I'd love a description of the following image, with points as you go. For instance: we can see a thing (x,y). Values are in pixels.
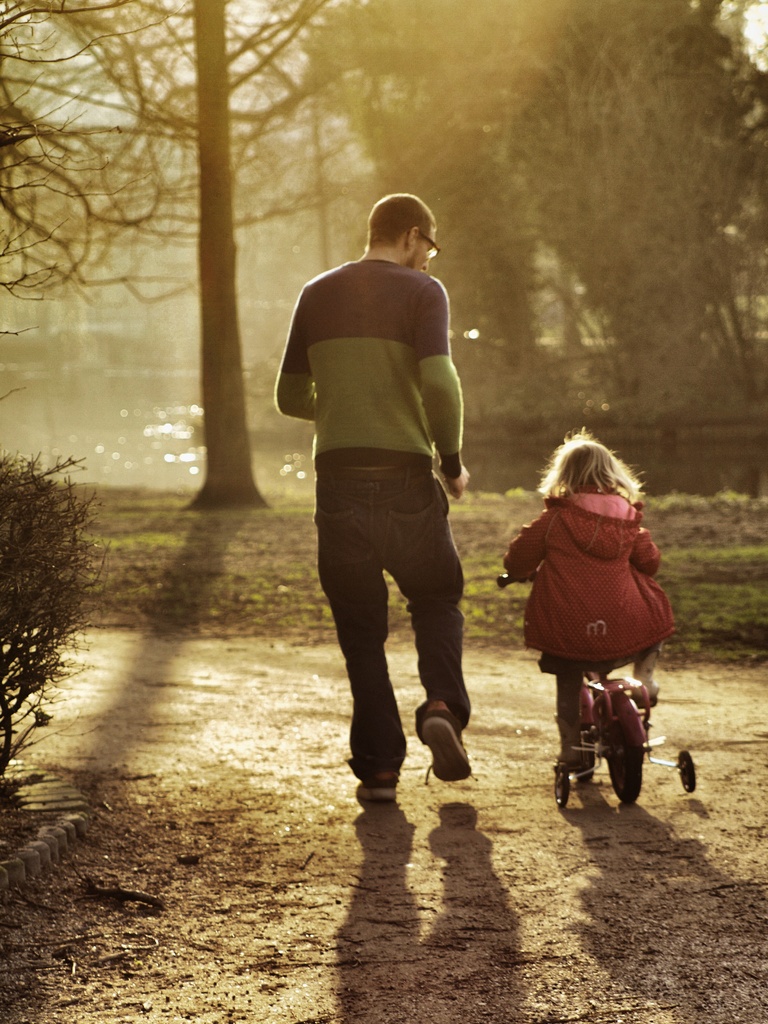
In the center of the image there is a person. There is a girl (571,447) riding a bicycle (634,679). At the bottom of the image (329,902) there is road (540,869). In the background of the image (464,302) there are trees (179,233). There is water (133,447).
